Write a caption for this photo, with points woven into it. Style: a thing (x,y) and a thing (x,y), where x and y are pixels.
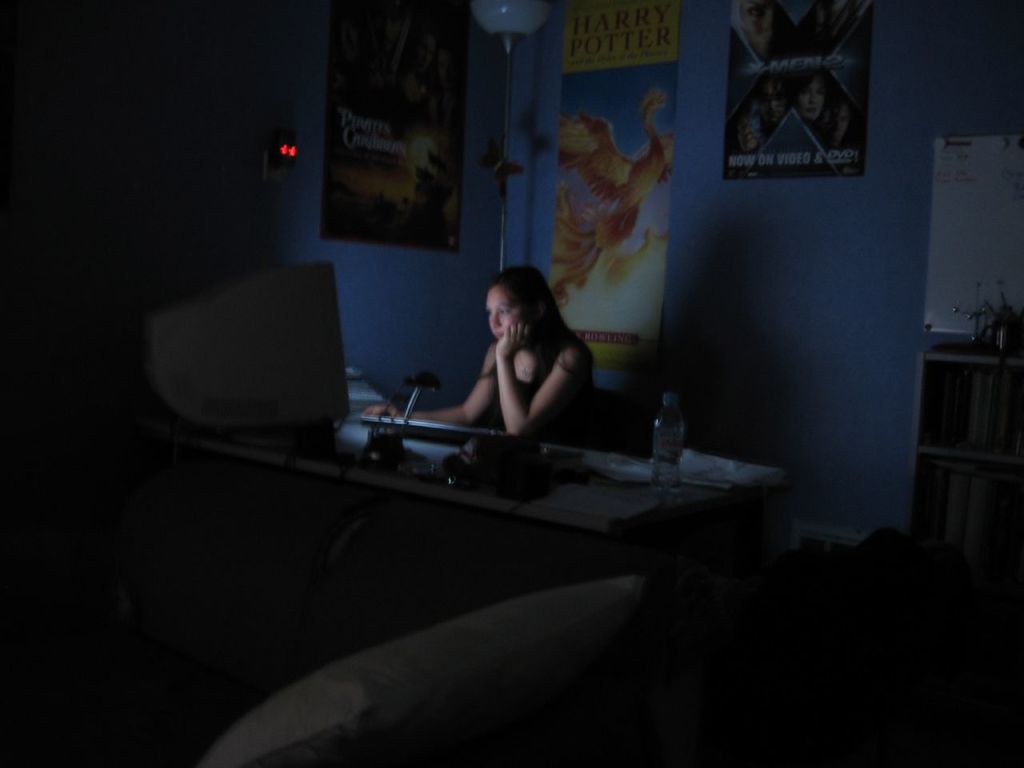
This picture is clicked inside the room (561,284). In this picture, we see a woman (577,367) is sitting on the chair (604,395). In front of her, we see a table (570,503) on which monitor (314,335), keyboard (480,426), mouse (384,410), water bottle (674,409) and some other object (473,456) are placed. Behind her, we see a wall (733,291) on which posters (416,53) are pasted. We even see a lamp (500,13). On the right side (926,420), we see a rack (931,419) in which books (964,396) are placed. Behind that, we see a white board (981,188) is placed on the wall (912,349). At the bottom (444,659), we see a white pillow (470,641). This picture is clicked in the dark.
